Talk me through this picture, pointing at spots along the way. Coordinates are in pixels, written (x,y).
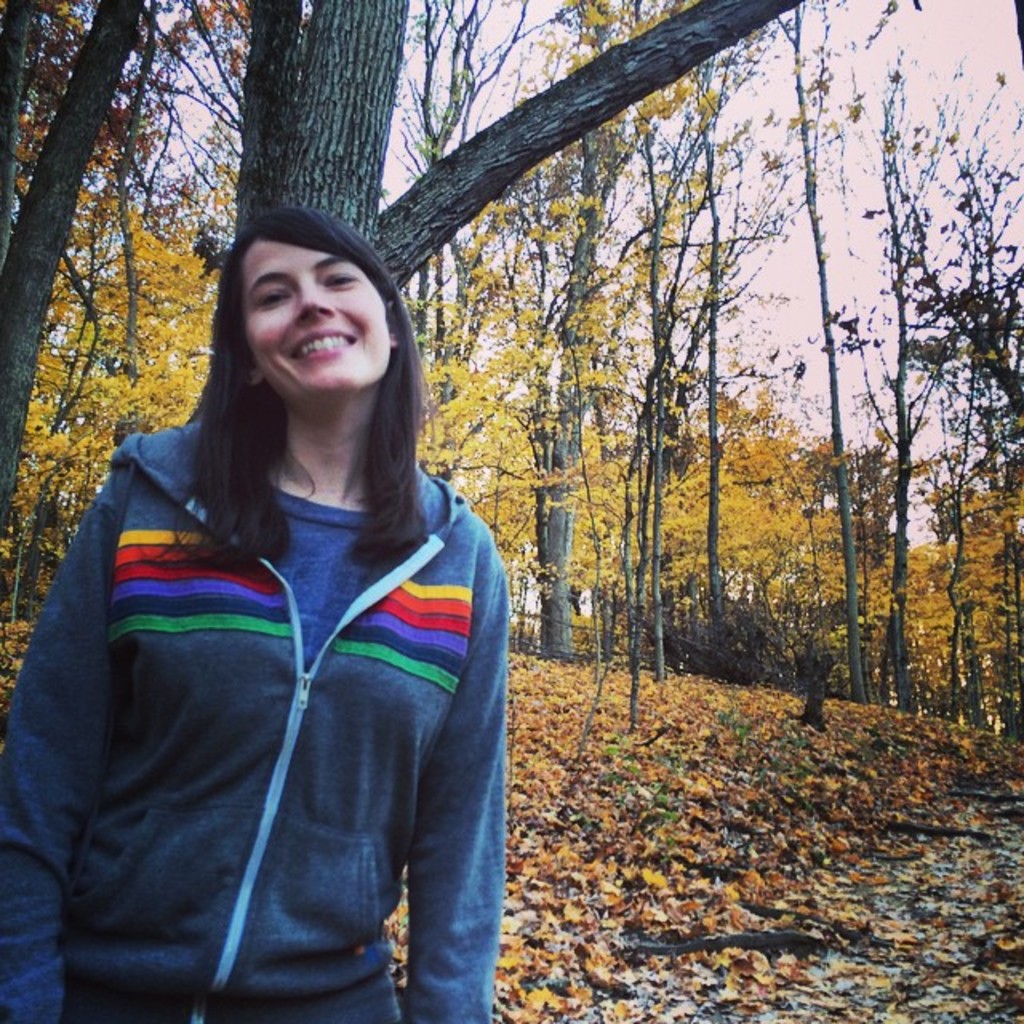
In this image we can see there is a person (348,843) standing and at the back (346,63) we can see the trees (661,490). And at the bottom (717,787) we can see the leaves (766,723) and the sky (881,184) in the background (881,184).
